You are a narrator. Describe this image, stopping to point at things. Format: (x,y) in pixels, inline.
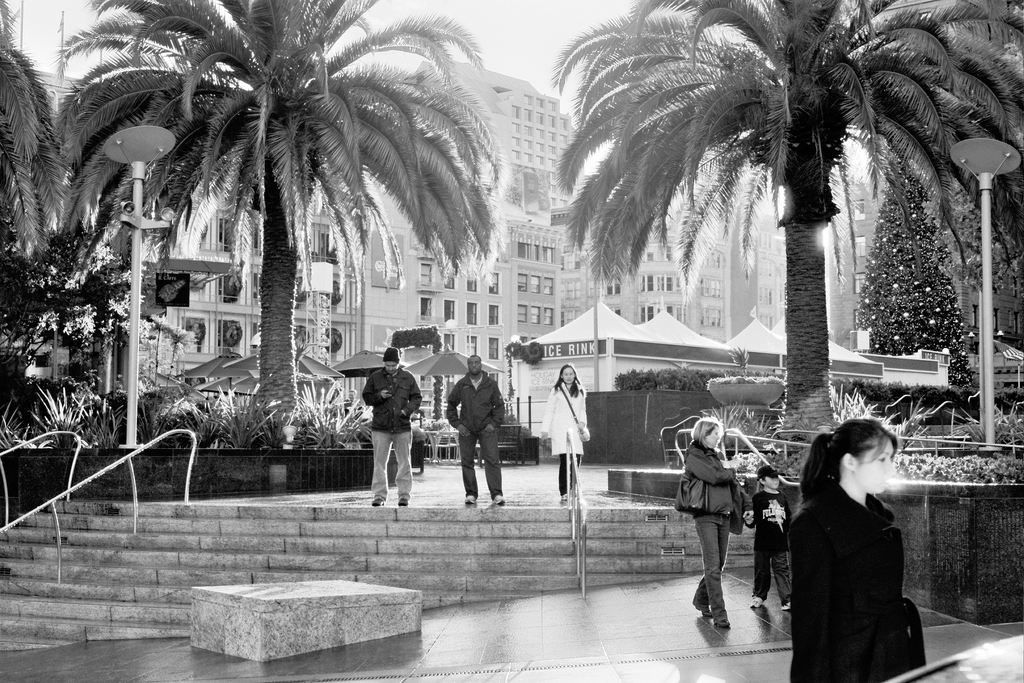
In this image i can see some people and at the bottom (304,626) i can see stone (230,607) and i can see some trees (285,351) in the middle (359,238), i can see some buildings (233,283).
